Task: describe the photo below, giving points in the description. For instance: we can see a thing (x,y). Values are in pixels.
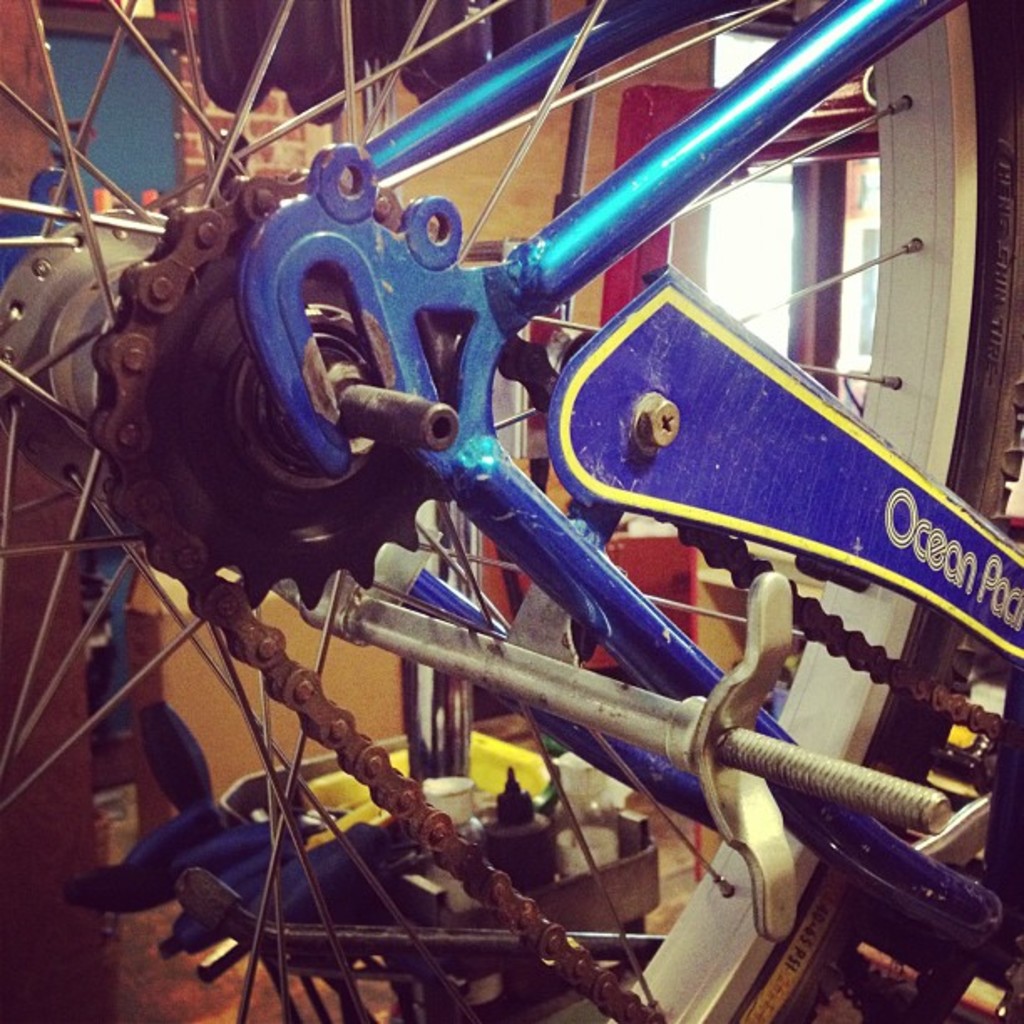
In this image I can see a bicycle (634,388) which is blue in color and I can see its wheel (921,287) which is white in color. In the background (494,180) I can see the wall (520,187) and few objects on the floor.
